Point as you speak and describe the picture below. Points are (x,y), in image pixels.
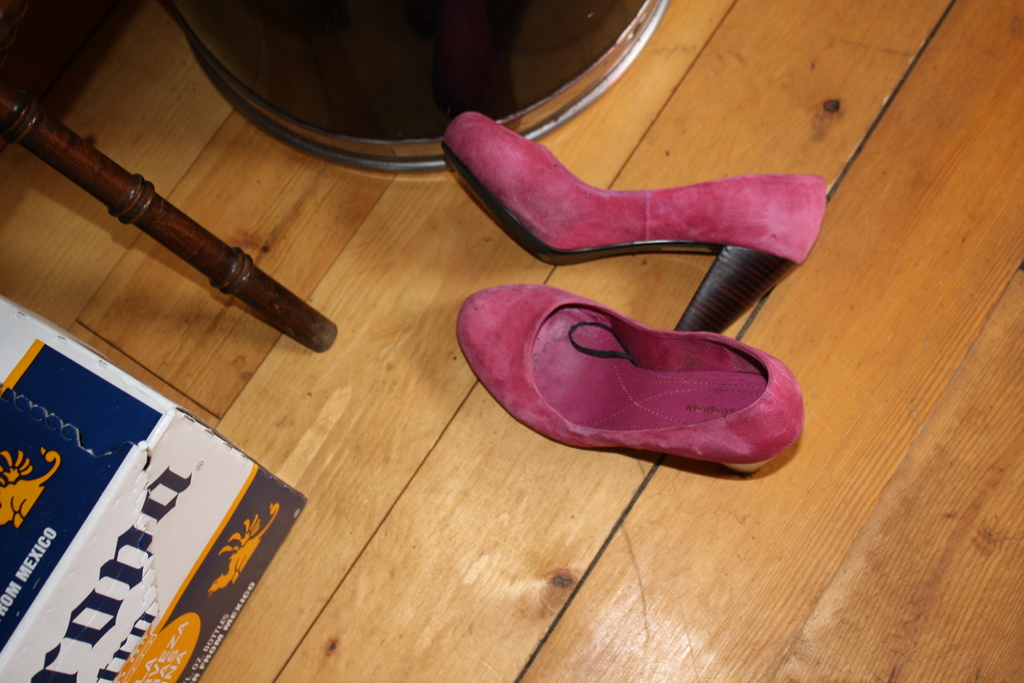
In this picture I can see footwear (625,239) on the wooden floor (621,500).
